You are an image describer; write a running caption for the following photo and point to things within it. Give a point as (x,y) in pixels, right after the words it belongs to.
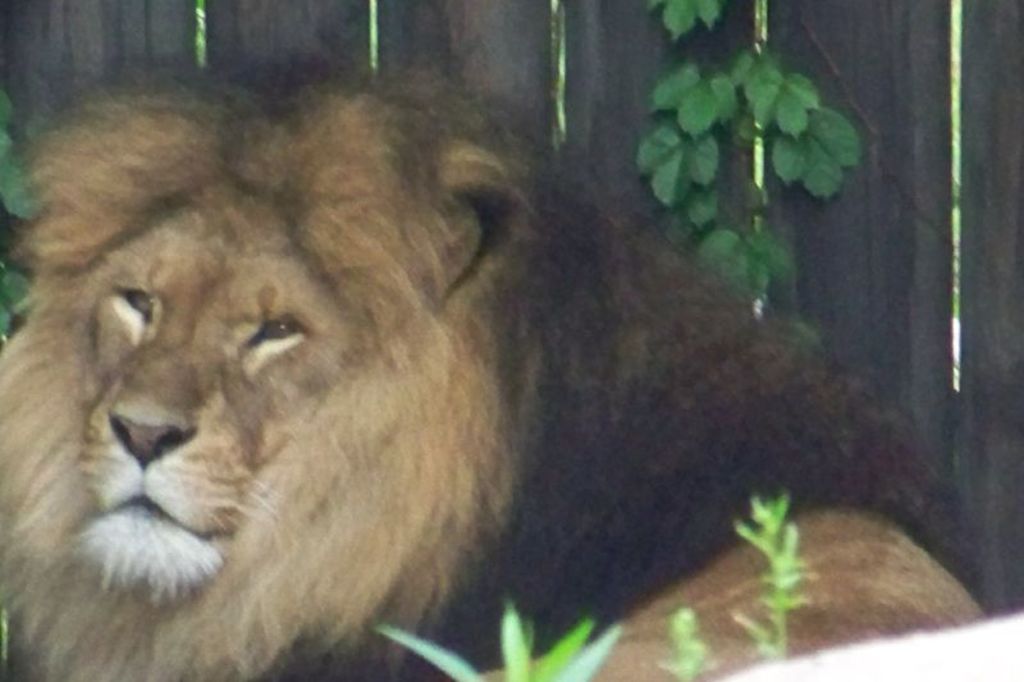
In this image we can see a lion (545,443), few plants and a wooden fence (726,173) in the background (920,252).
